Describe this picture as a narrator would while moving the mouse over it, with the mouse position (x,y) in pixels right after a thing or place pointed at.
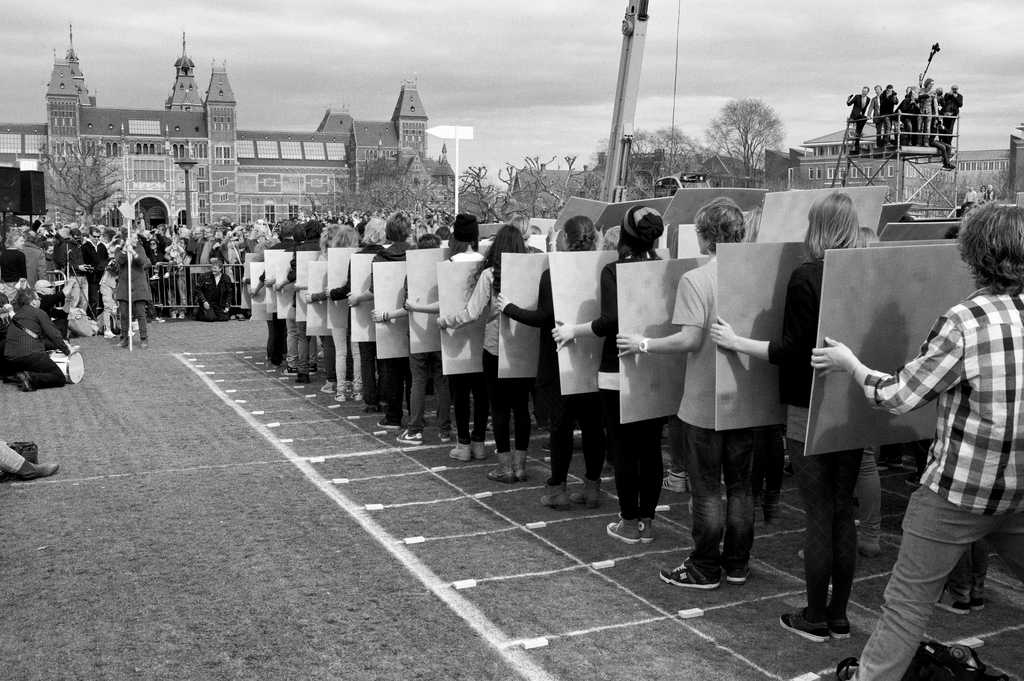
In this picture there are few persons (715,411) holding an object (729,370) in their hands (562,338) and there are few other people (239,245) standing in front of them and there are buildings (299,156) and trees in the background (637,160).
